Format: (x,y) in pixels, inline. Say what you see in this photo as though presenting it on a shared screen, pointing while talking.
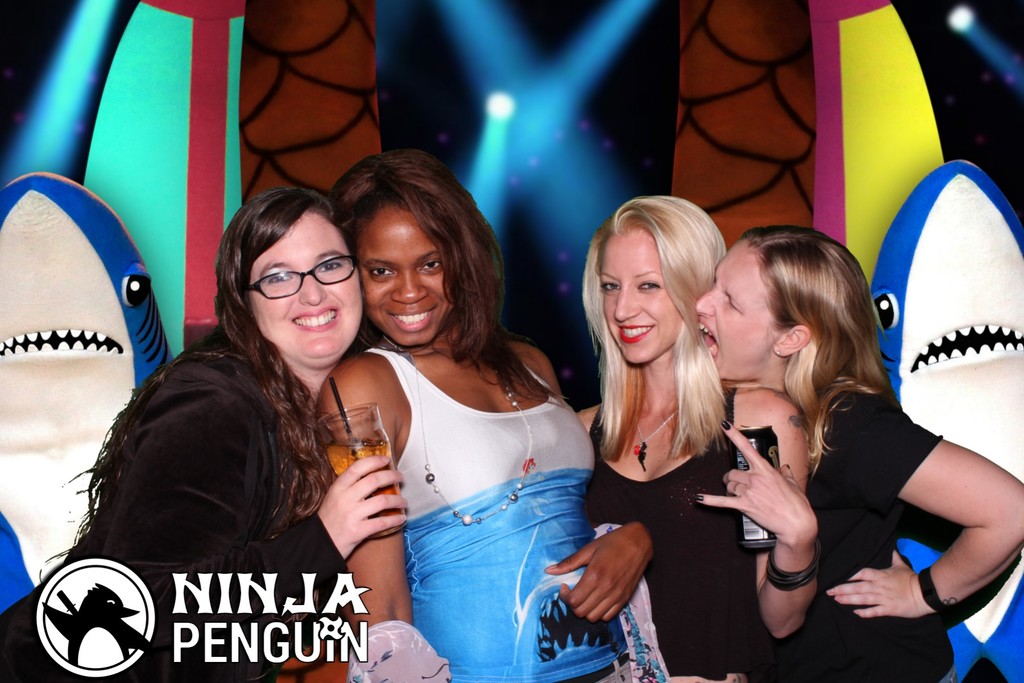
Here in this picture we can see a group of women (635,435) present over a place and we can see most of them are smiling and the woman (275,354) on the left side (279,352) is holding a glass (341,453) and wearing spectacles (355,264) and the woman (753,415) on the right side (685,379) is holding a tin (757,433) and behind them we can see some toys (65,287) present and we can also see lights (482,63) present.
